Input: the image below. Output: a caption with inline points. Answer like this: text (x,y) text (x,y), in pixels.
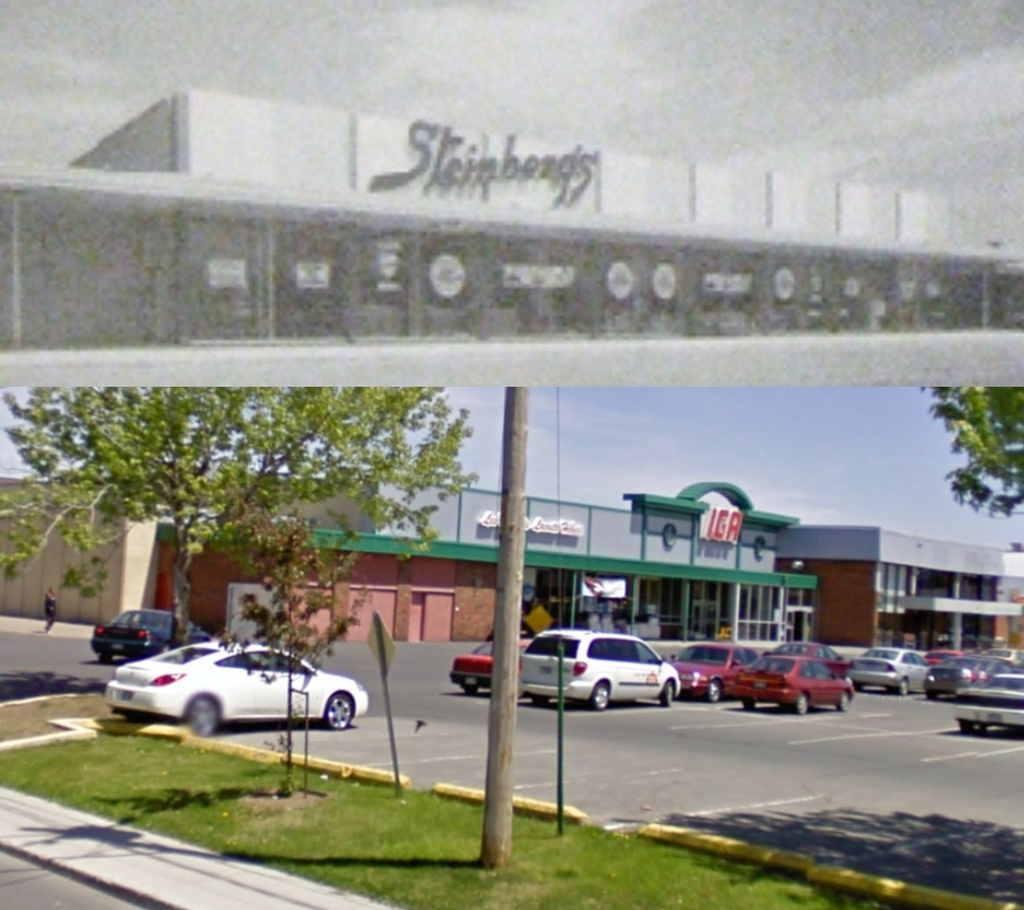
In this image there are two pictures. At the bottom of the picture (387,617) there are vehicles (481,683), road (594,800), grass (388,808), trees (271,439), stores (838,528) and sky (810,447). At the top of the picture (732,208) there is a store board (494,188) and sky (770,75).
